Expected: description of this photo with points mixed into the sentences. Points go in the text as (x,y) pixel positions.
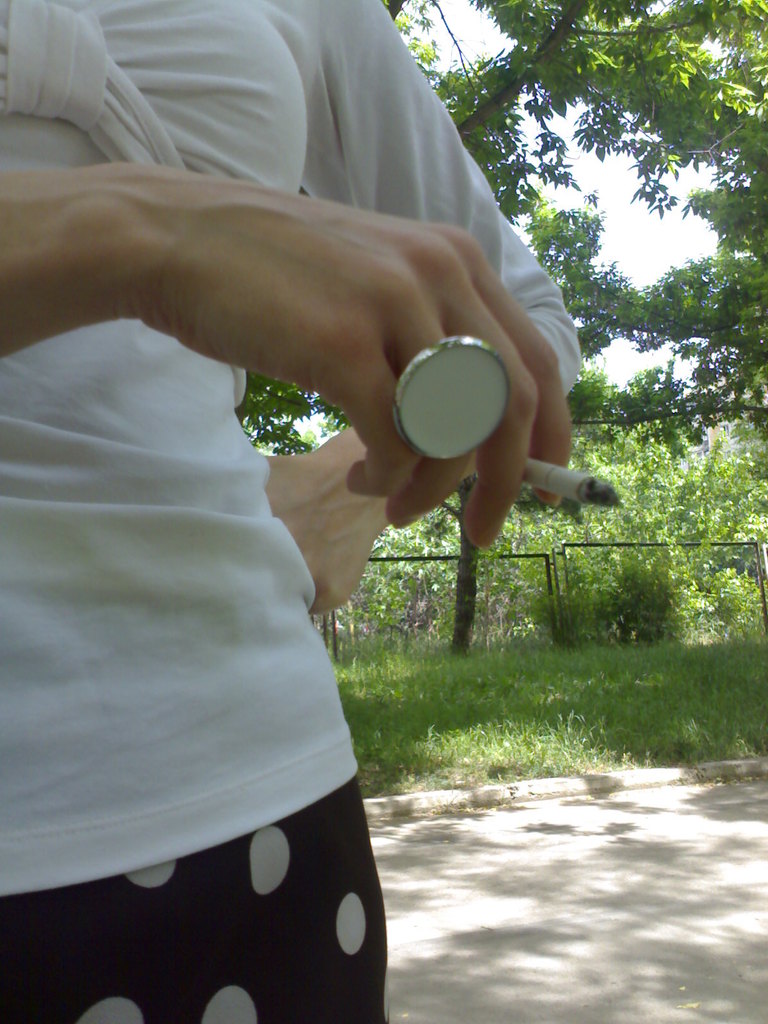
In this image there is a person (331,488) holding cigarette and standing on the path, behind the person (283,701) there is a grass (496,708), roads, trees (579,533) and the sky (648,260).
